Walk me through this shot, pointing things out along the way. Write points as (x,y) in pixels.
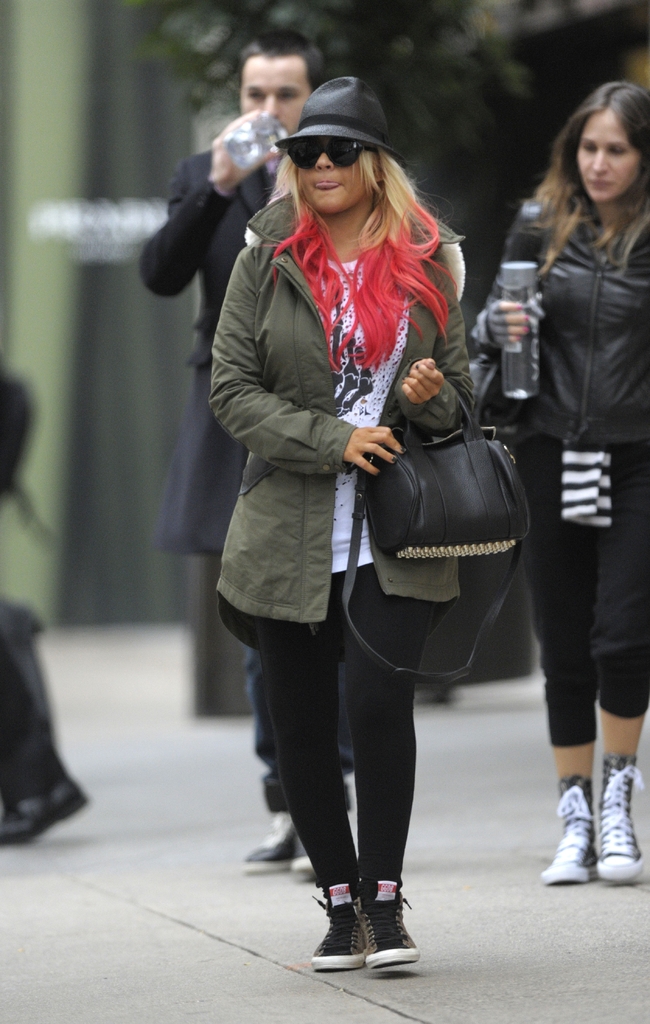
This image is clicked outside. There are three persons (470,389) in this image. on the right side (560,350) there is a woman (571,774) who is wearing black color dress (607,669), she is holding a water bottle (533,358) in her hand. In the middle (228,367) there is a woman (300,760) in the front side (468,551), she is wearing a jacket (329,605) and black colour pant (355,709), she is also holding a hand bag (453,437) in her hand (391,442). She is wearing cap (339,117). Behind her there is a man (286,66) who is wearing black dress (229,218). He is drinking water (265,140).
